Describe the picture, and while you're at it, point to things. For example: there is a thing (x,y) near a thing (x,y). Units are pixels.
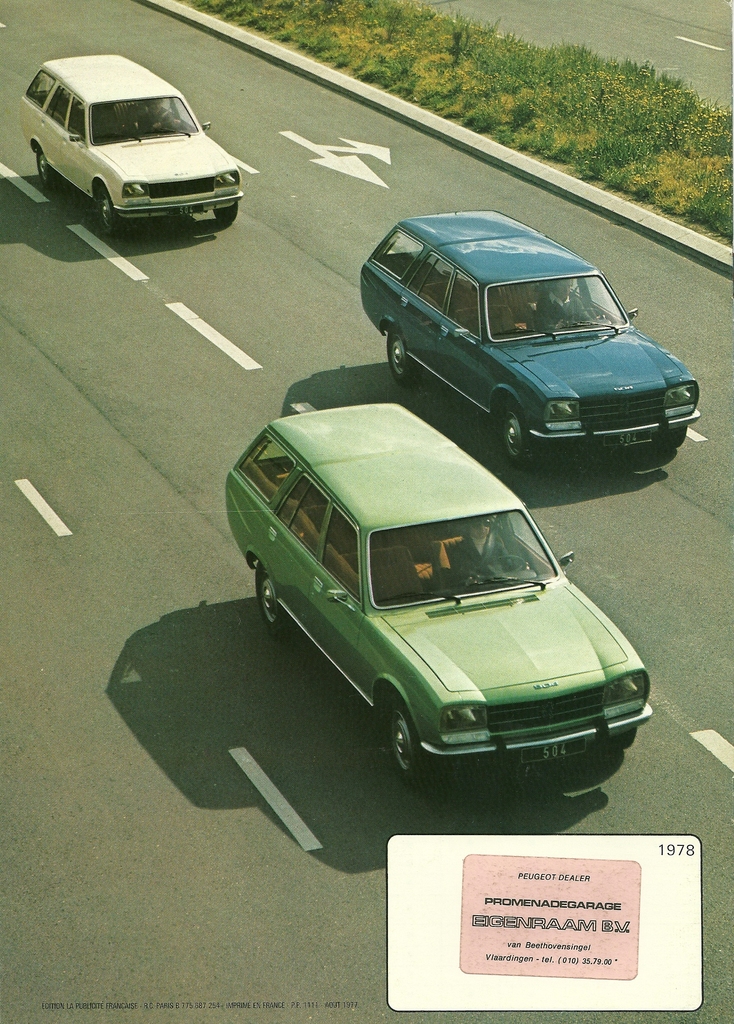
In this picture we can observe three cars (178,174) on the road (137,31). There are green, blue and white color cars (129,121). We can observe some plants (589,99) and grass (408,48) on the divider (468,83). There is a white color box (479,991) in which we can observe pink color box (531,912) on the picture.
